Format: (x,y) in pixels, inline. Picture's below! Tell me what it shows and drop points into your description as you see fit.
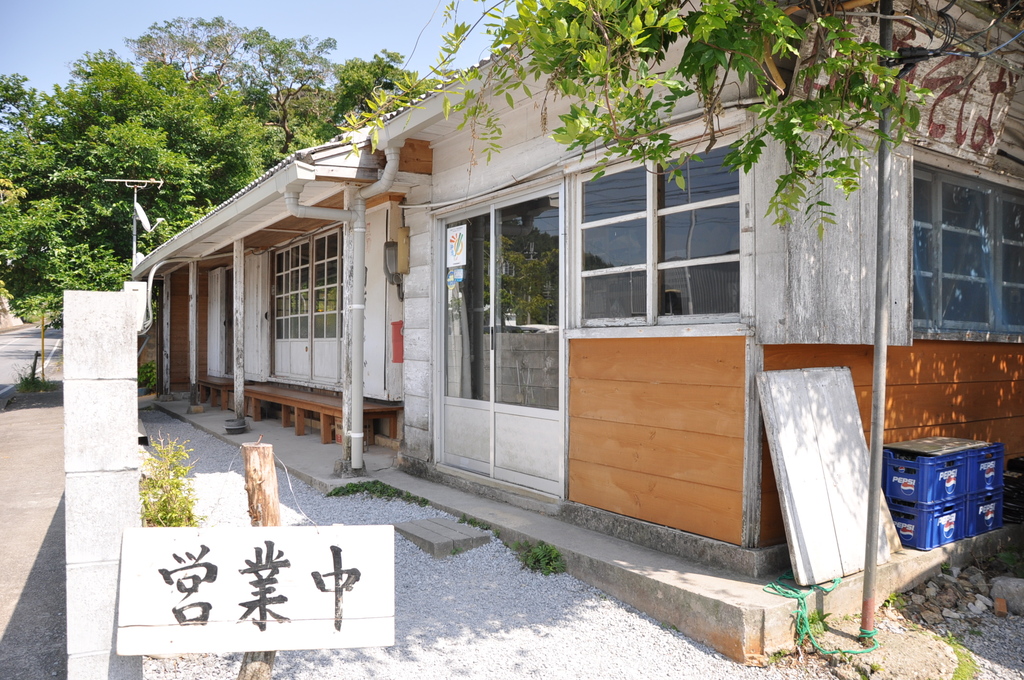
In the image we can see there are buildings (928,391) and there are trees (8,150). There are hoardings (261,605) kept on the ground (278,663) and the matter (269,560) is written in japanese language. There are boxes (913,525) kept on the ground (930,615) and there are iron poles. There is a clear sky (80,19).
